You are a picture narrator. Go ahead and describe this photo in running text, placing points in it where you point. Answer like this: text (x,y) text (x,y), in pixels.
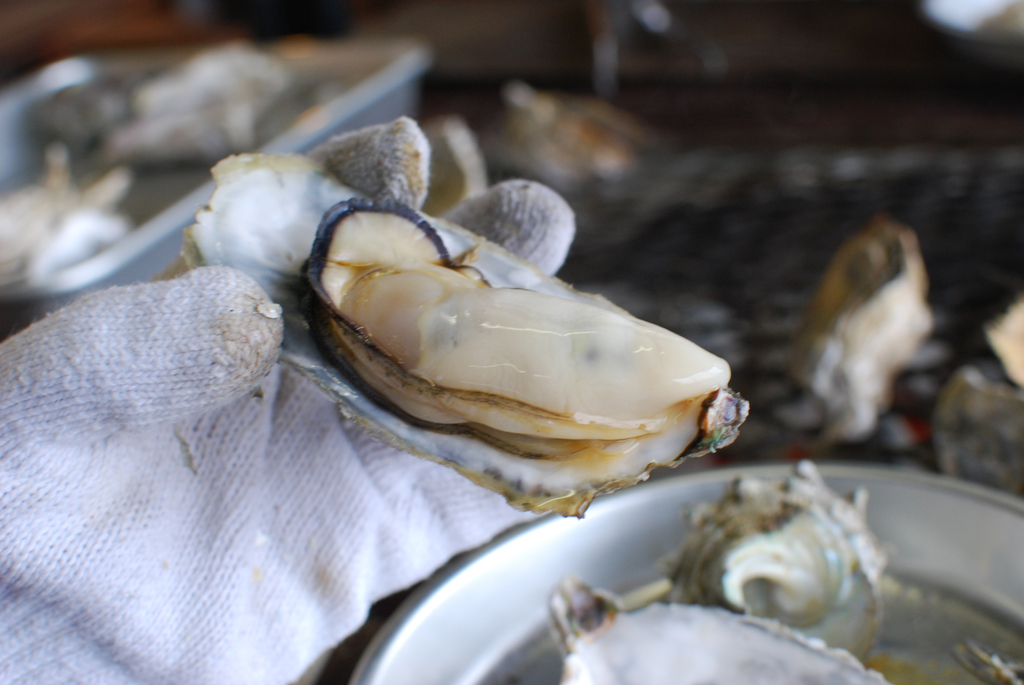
In this image there is a hand (249,367) with a glove (327,464) holding something. On the table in bowls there are something. The background is blurry.
